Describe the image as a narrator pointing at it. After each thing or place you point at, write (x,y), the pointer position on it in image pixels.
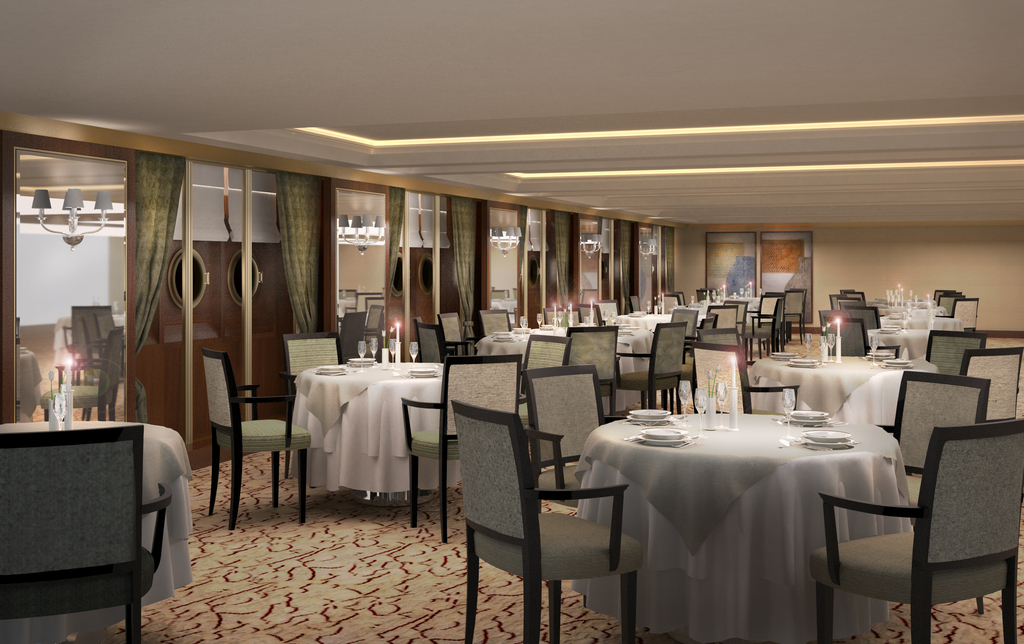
Here in this picture we can see a room (659,420) with full of tables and chairs (431,439) present on the floor (346,554) over there and we can see all the tables (412,418) are covered with clothes (723,450) and we can also see plates (675,439) and glasses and candles (736,381) lightened up present on the table (796,433) over there and in the far on the wall (692,281) we can see portraits (763,274) present and on the left side (303,307) we can see curtains (468,294) present all over there.
